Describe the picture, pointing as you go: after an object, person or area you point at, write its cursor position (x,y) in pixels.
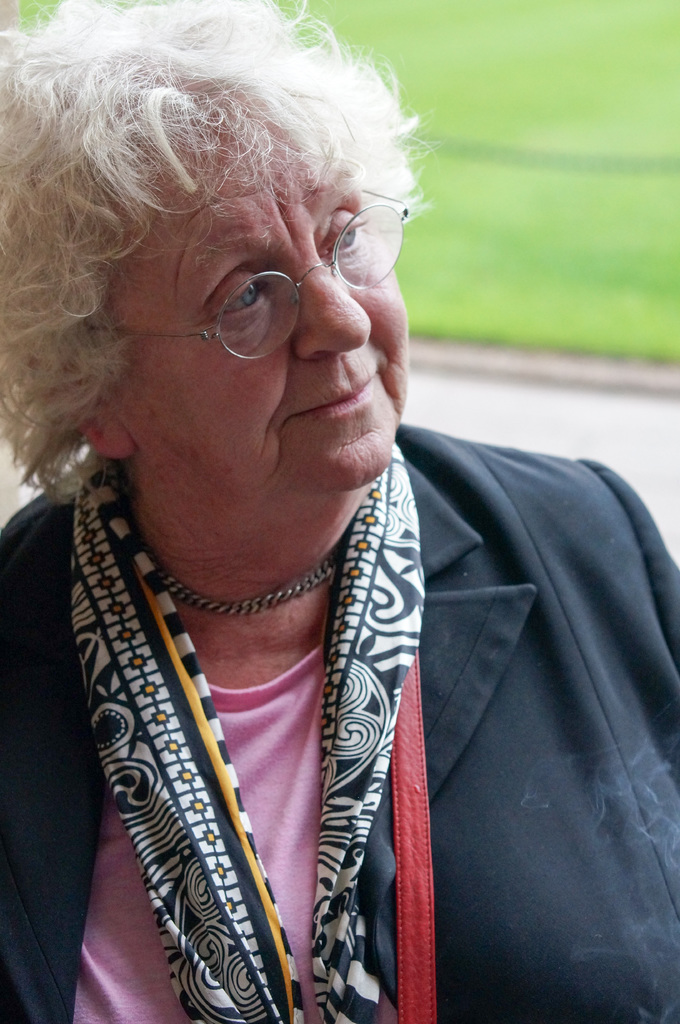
In this image in the front (269,677) there is a woman (241,582) smiling. In the background (498,257) there is grass (526,237) on the ground (552,184).
